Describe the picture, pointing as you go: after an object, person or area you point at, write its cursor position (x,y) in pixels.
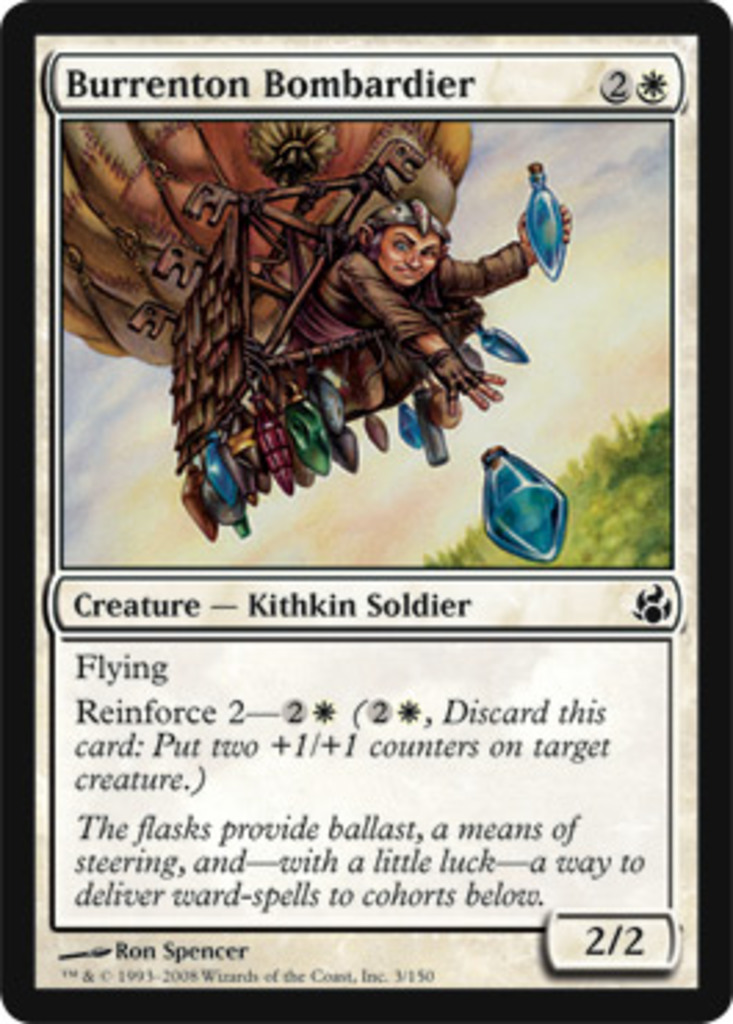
In this image I can see an animated picture in which the person (407,263) is in the hot air balloon (262,368) and the person (511,266) is holding something. I can see the sky (582,162), grass (617,543) and something is written on it.
